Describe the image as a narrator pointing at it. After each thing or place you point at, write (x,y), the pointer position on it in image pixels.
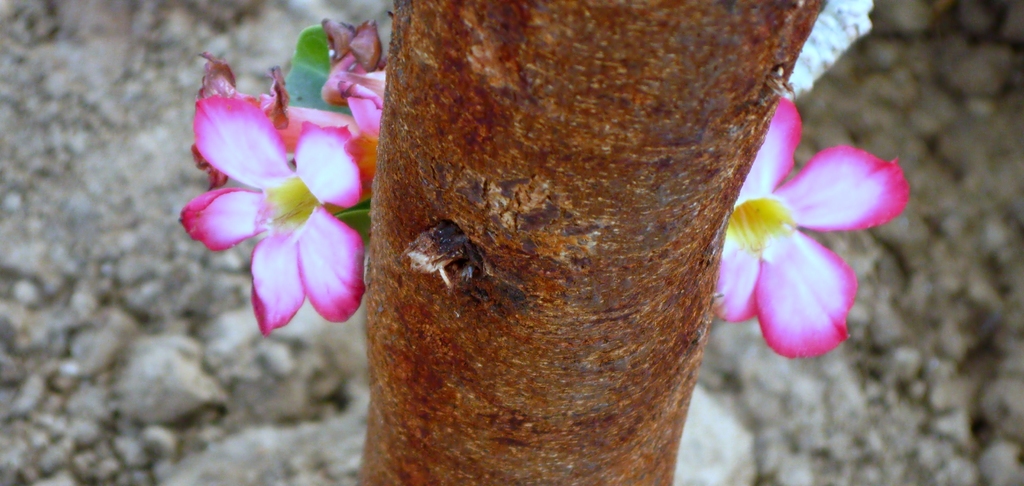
In the center of the image (496,251) there is a tree (530,198) and we can see flowers (827,280) and leaves (303,49).
